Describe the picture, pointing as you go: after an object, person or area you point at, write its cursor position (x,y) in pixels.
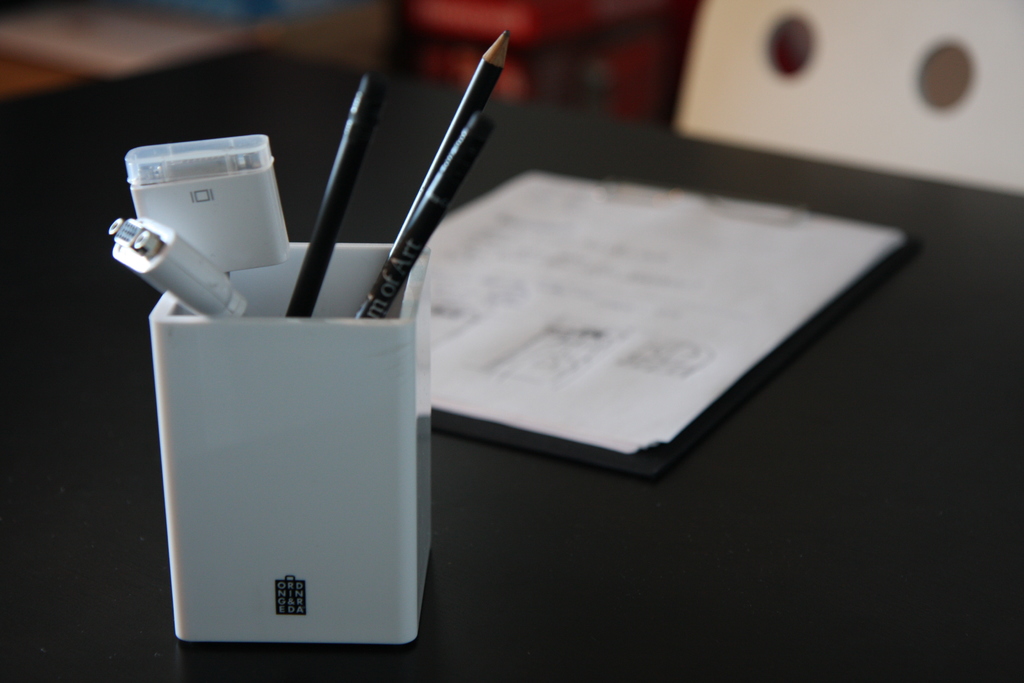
In this picture there is a pen holder (341,428) which is placed on the table top (704,505). Behind there is a white paper pad (632,286). In the background (693,94) we can see a white chair (693,94).
